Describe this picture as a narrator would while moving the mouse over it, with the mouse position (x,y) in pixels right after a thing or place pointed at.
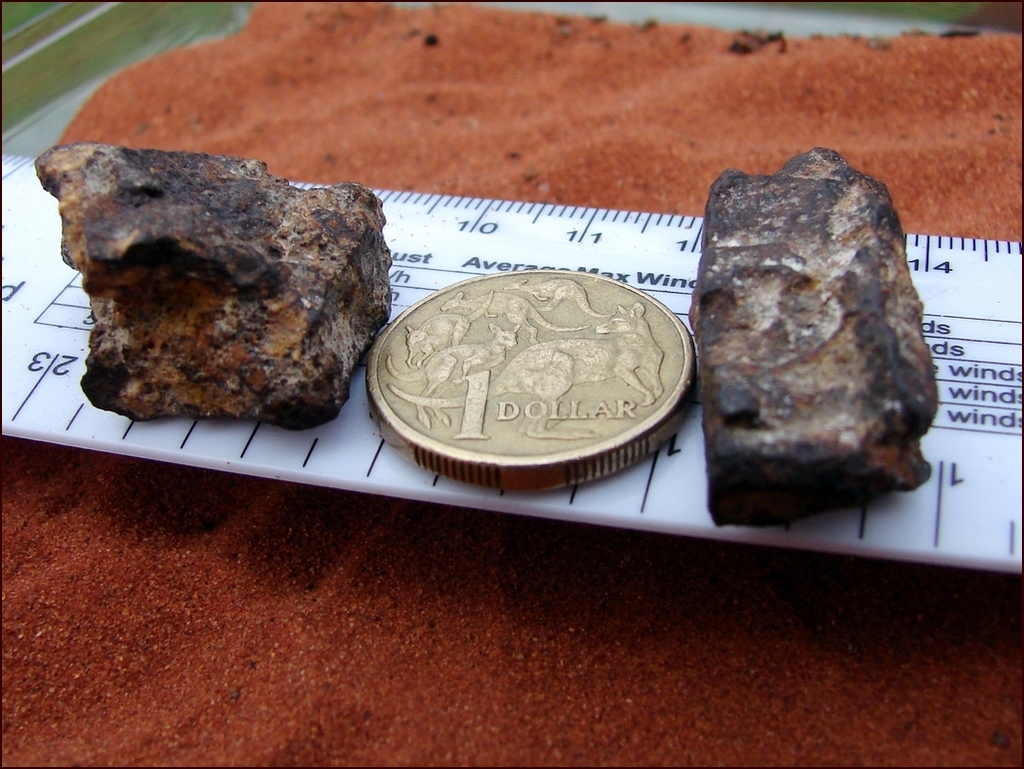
The picture consists of stones (737,301), coins (649,340), scale (268,457) and sand (524,116). The background (700,6) is blurred.
